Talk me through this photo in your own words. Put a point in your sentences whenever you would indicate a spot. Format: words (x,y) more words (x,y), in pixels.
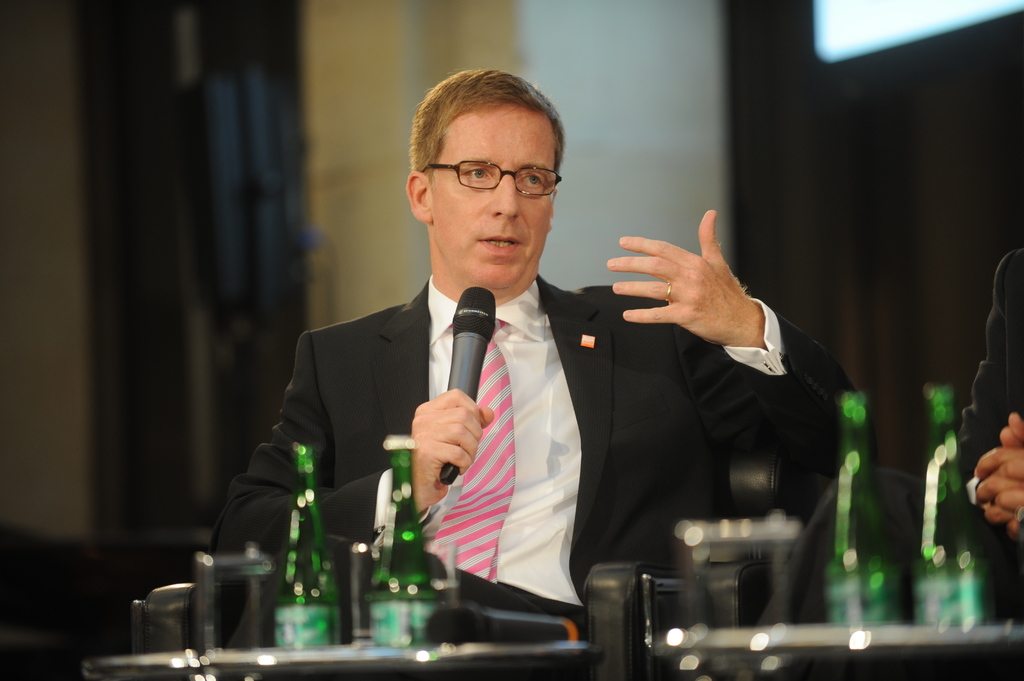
In the middle (435,421) I can see a person (522,410) is holding a mike (459,366) in hand (447,414) is sitting in the chair (602,606) in front of a table (477,644) on which I can see bottles (404,605) and glasses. In the background (914,302) I can see a wall (340,144) and a curtain (157,331). This image is taken in a hall (855,126).
